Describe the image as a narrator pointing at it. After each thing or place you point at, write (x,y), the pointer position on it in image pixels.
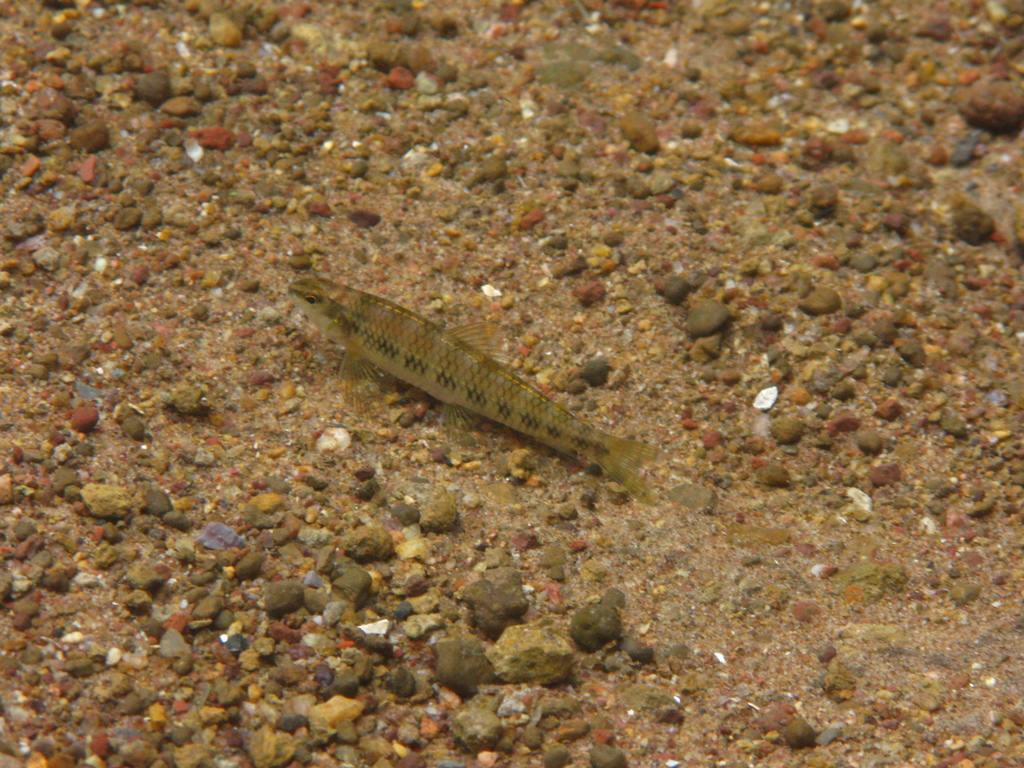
In this image I can see number of stones (455,303) and a fish (504,428) over here.
